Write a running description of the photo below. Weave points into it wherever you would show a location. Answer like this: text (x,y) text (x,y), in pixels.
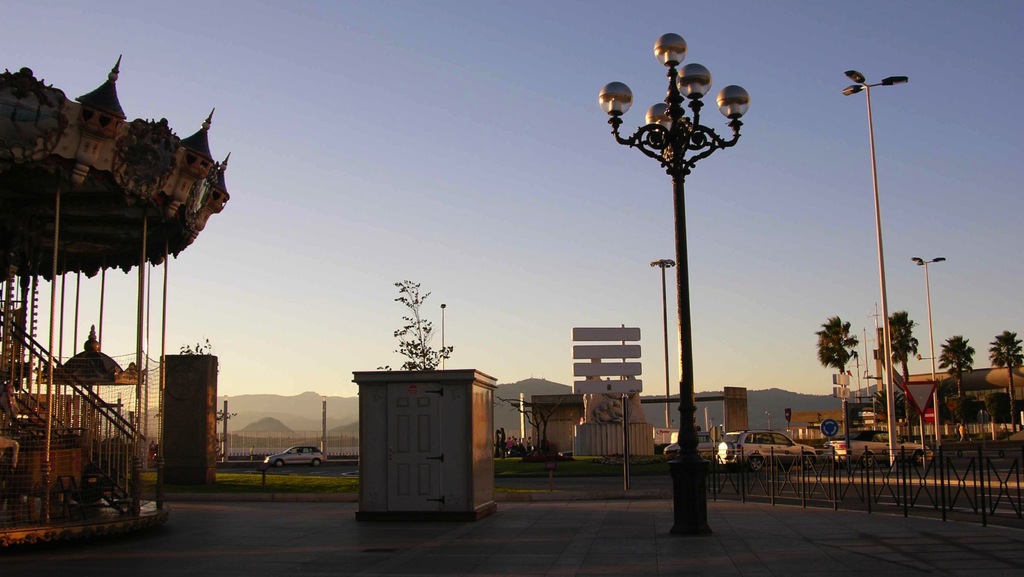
In this image I can see the ground (522,534), a black colored pole (690,310), a small shed (460,424), the railing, few street light poles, few trees (946,415), few vehicles (735,446) on the road (588,489) and a structure (91,461) which is made up of metal rods (52,400) and the roof (115,212). In the background (350,409) I can see few mountains (350,409), few trees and the sky (475,204).
